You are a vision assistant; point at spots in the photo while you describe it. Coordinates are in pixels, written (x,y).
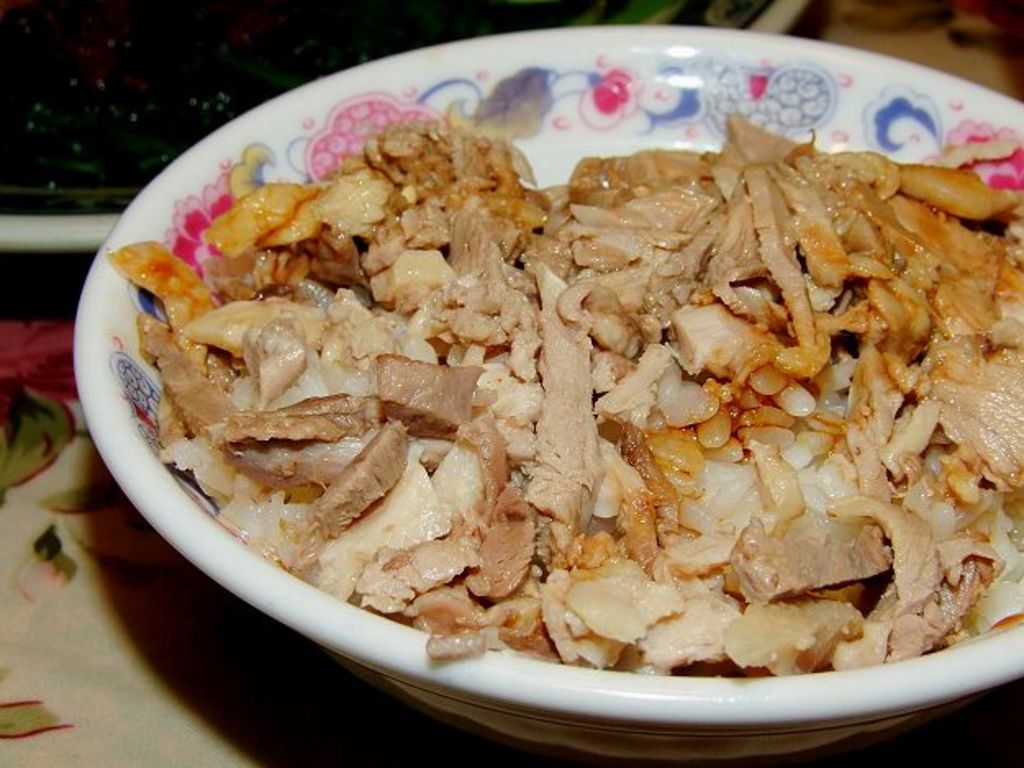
Here I can see a table (138,643) which is covered with a cloth (156,591). In the table (152,588) I can see a bowl (357,640) which consists of some food item (569,387). Along with the bowl (691,62) there are some other objects (189,71).
